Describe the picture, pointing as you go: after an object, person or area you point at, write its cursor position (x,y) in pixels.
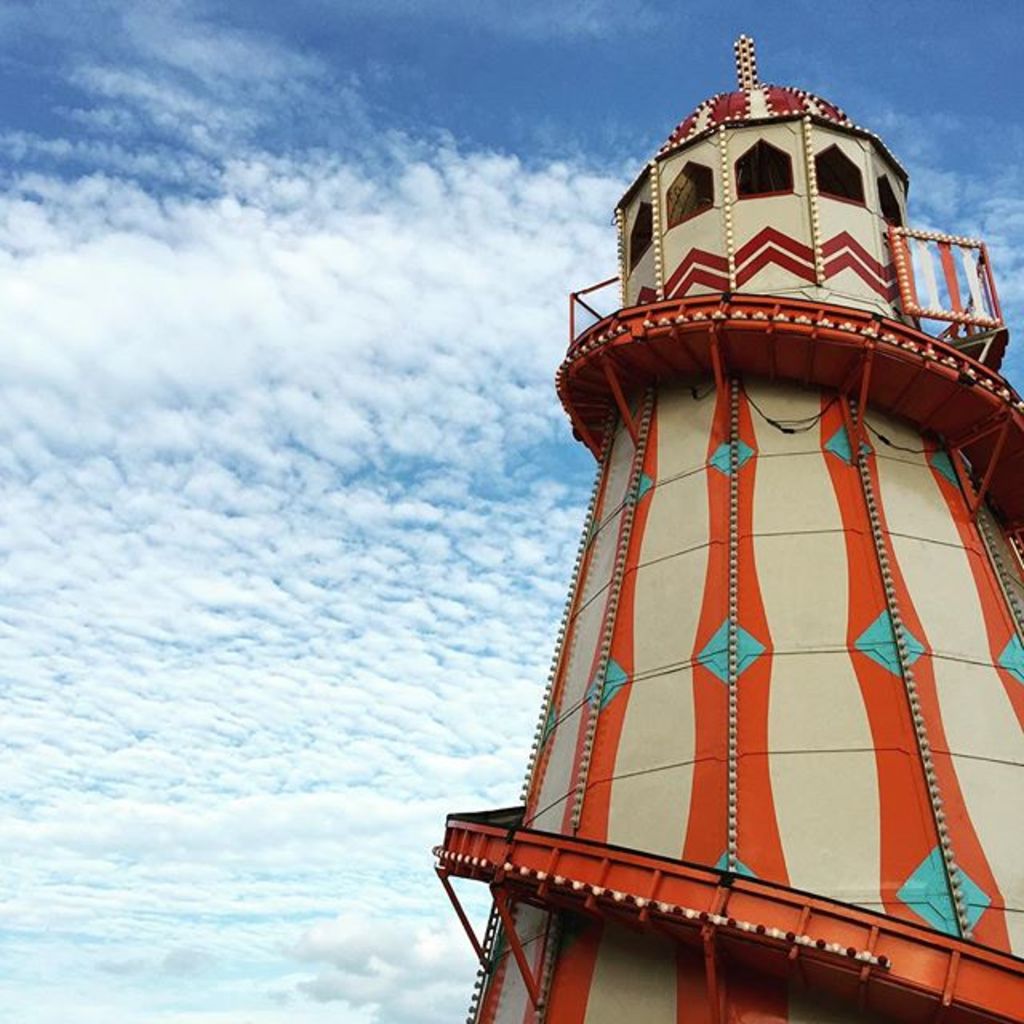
Here in this picture we can see an observation tower (685,421) present over there and we can see the sky (624,163) is fully covered with clouds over there.
